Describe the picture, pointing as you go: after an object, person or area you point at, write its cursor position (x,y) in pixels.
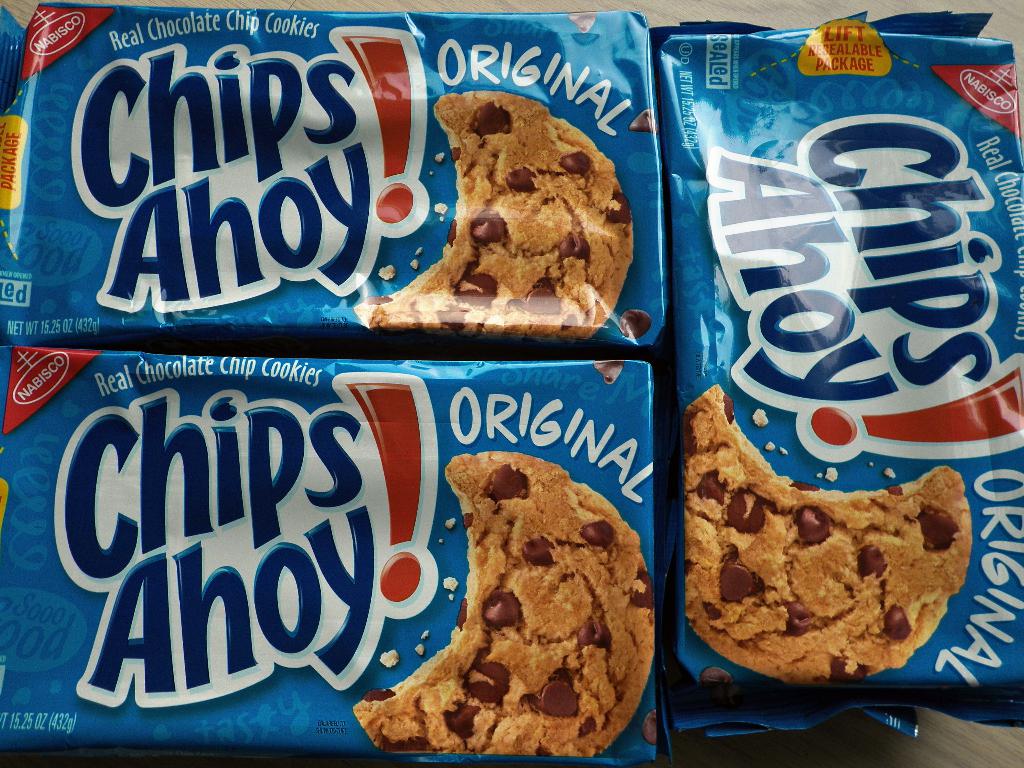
In this picture I can see few cookies packets (446,431) on the table (61,1).
